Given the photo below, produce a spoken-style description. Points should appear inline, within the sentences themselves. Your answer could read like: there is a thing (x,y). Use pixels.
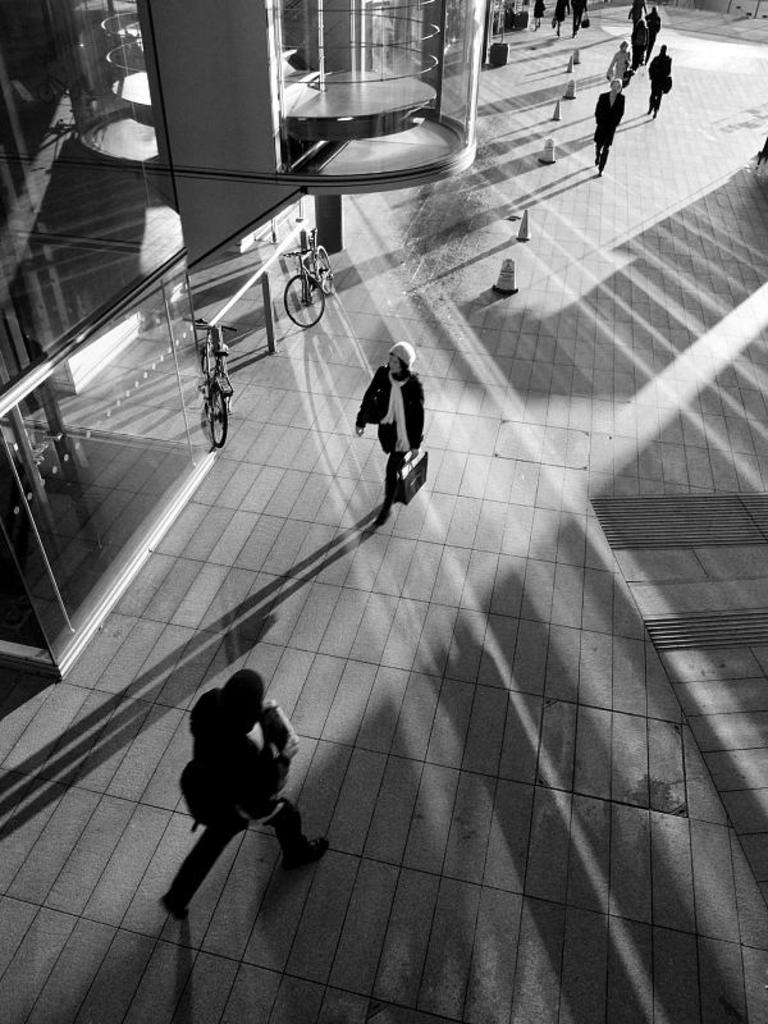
In this picture there are group of people (606,129) walking. On the left side of the image (136,523) there is a building (36,529) and there are two bicycles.
